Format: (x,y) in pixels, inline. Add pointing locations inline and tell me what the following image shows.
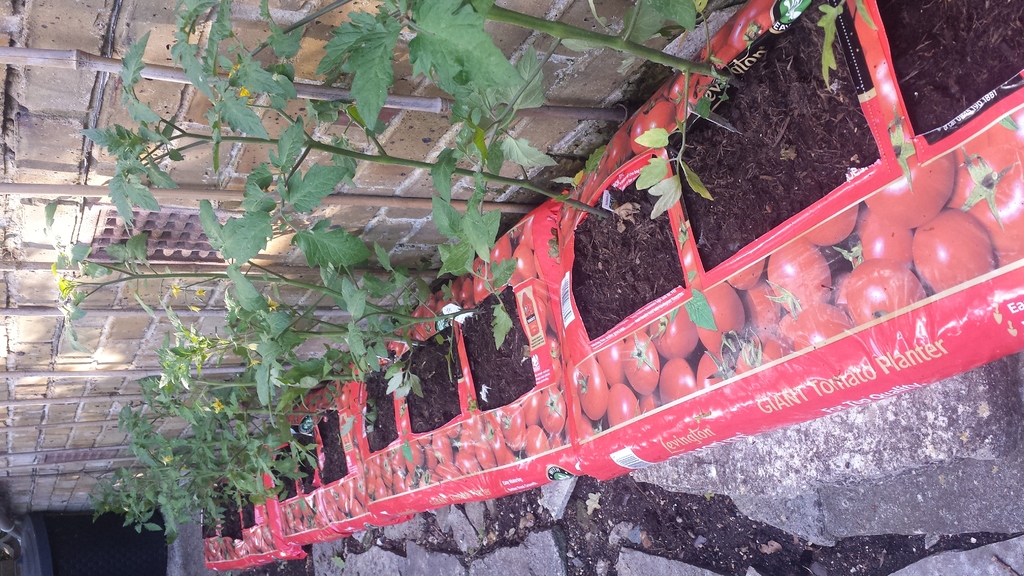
In this image there are plants (655,175) in the mud (739,226). Around the mud (643,260) there are covers (497,444). In the background of the image (165,287) there is a wall (119,302). On the left side of the image (81,510) there is some object (106,535).
